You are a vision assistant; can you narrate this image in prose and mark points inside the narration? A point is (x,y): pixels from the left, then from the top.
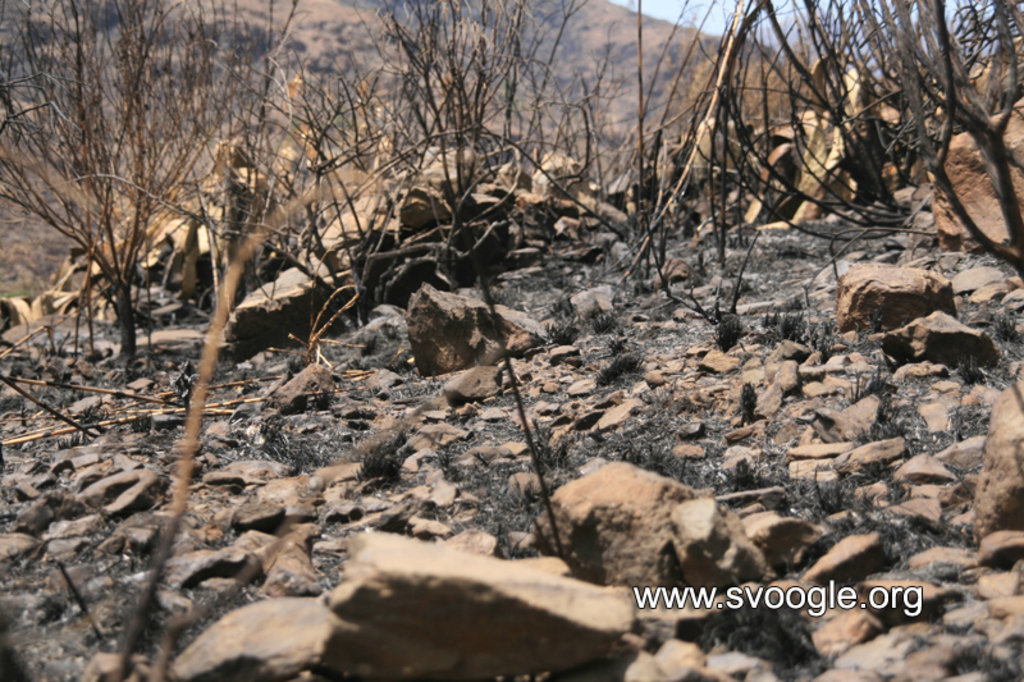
In this image there is the sky (716,8) towards the top of the image (780,15), there are mountains (554,63), there are dried plants (136,180), there are rocks (404,570) on the ground (449,430), there are stones (130,494) on the ground (542,427), there is text (781,591).
